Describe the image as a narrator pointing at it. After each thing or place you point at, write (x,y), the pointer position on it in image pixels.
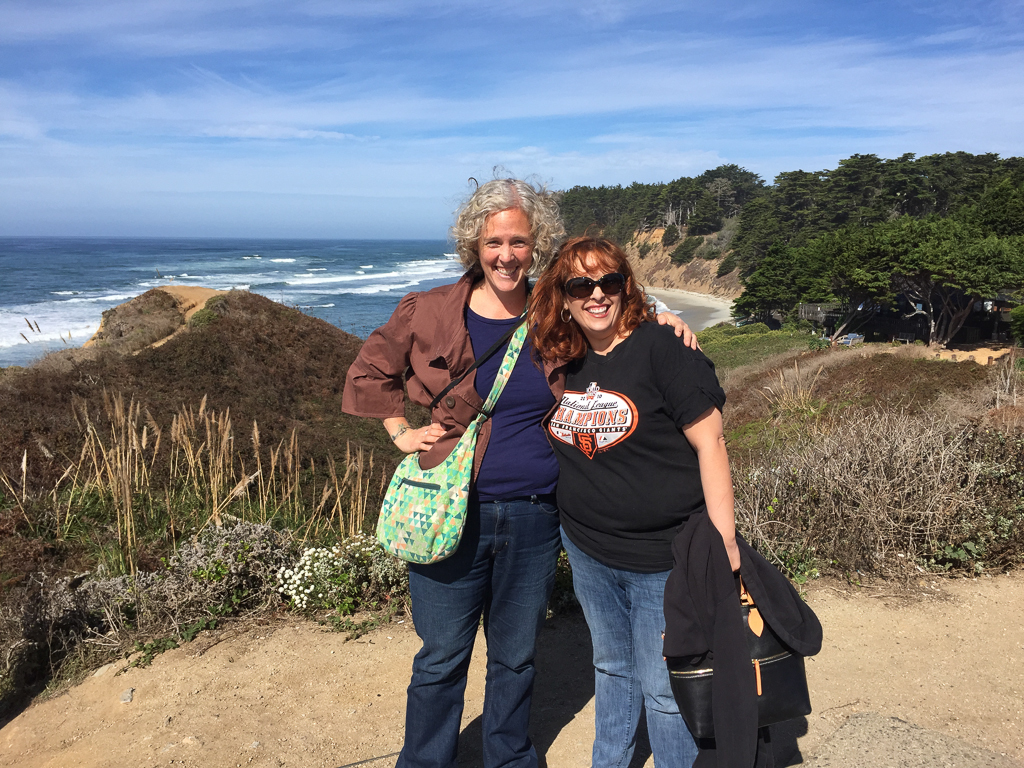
This image consists of two women (638,505). On the right (701,471), the woman (703,457) is wearing a black T-shirt (705,502). On the left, the woman (451,354) is wearing a green bag (406,522). In the background (931,336), there are many trees (793,320) and plants (29,541). On the left (156,286), there is an ocean (220,243). At the top (420,144), there are clouds (531,112) in the sky (331,192).
